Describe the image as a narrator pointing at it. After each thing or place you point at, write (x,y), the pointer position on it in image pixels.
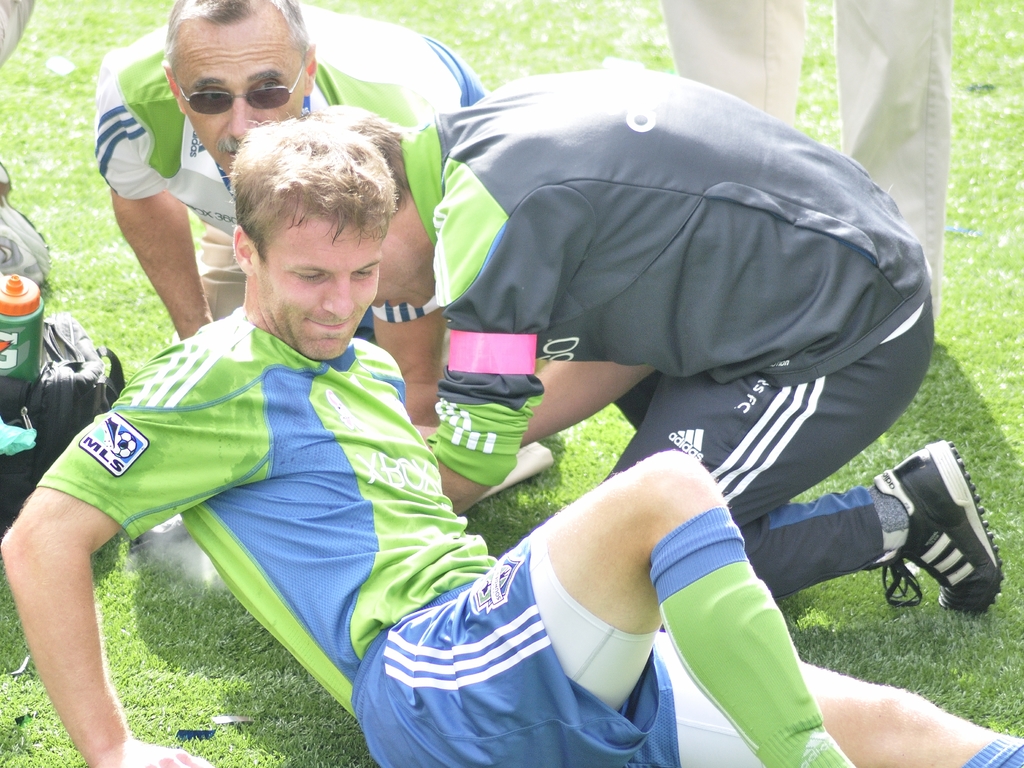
In this image I can see few persons (522,218) are sitting and few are standing. And beside them there is a bag (53,342), On the bag (62,386) there is a bottle (19,364). In the background (968,381) there is a grass (103,280).
